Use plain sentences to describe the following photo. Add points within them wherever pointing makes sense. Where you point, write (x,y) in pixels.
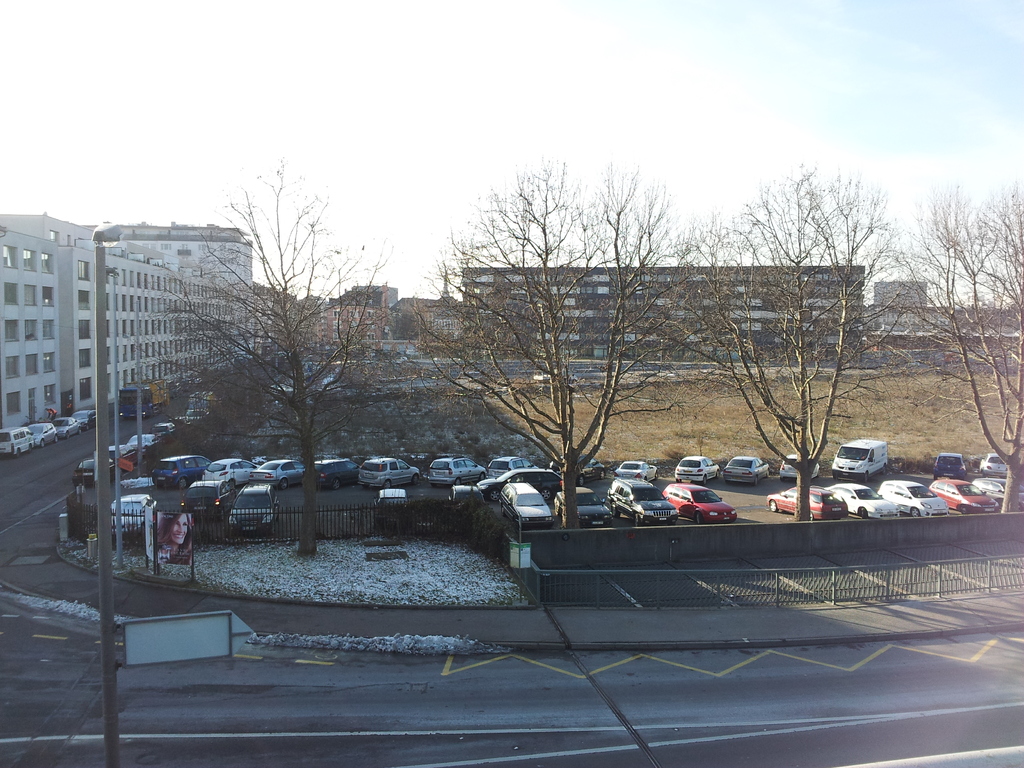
In this image we can see sky (426,187) with clouds (428,288), poles (104,473), fences (398,529), snow (383,598), trees (281,403), motor vehicles (150,390) on the ground (930,466) and advertisement boards (149,529).
